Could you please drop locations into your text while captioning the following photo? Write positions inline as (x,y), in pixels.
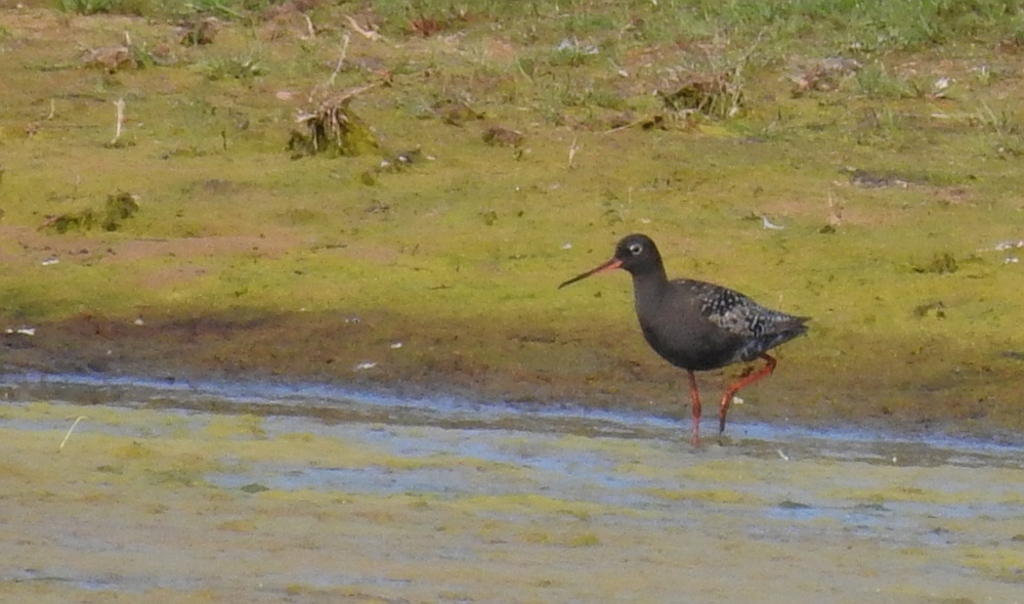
In this image we can see a bird (672,357). At the bottom (370,511) there is water (523,509). In the background (688,141) there is grass (535,46).
